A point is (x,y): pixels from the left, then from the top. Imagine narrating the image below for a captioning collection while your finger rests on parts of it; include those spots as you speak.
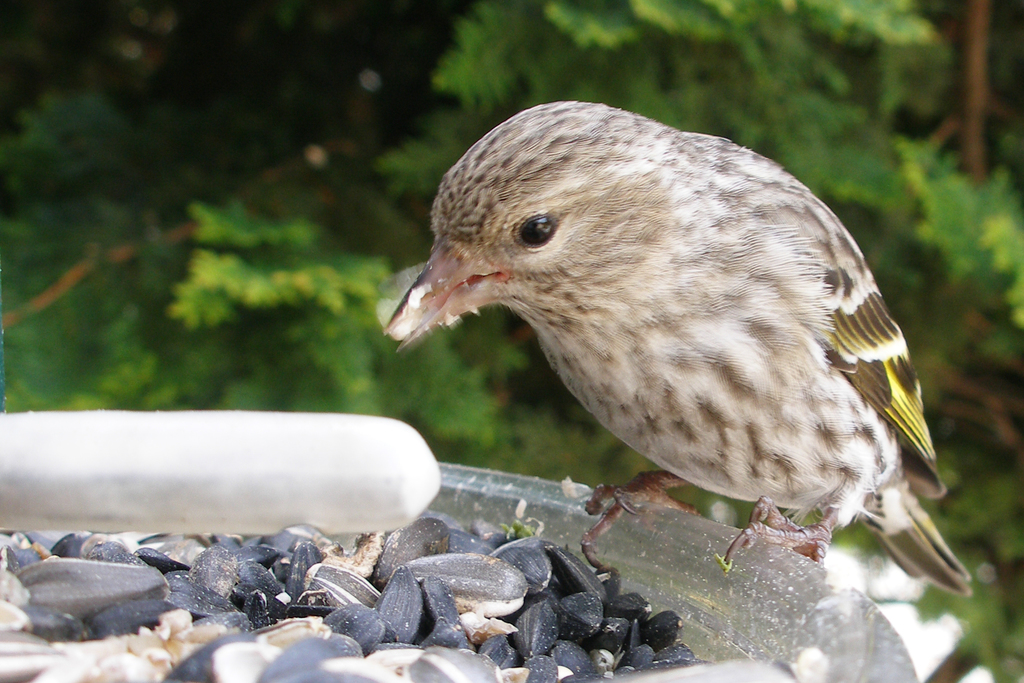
In the foreground (364,516), I can see a bird (684,453) is sitting on an object (660,534) and sunflower seeds (389,585) I can see. In the background (995,512), I can see trees (873,218). This image taken, maybe during a day.
